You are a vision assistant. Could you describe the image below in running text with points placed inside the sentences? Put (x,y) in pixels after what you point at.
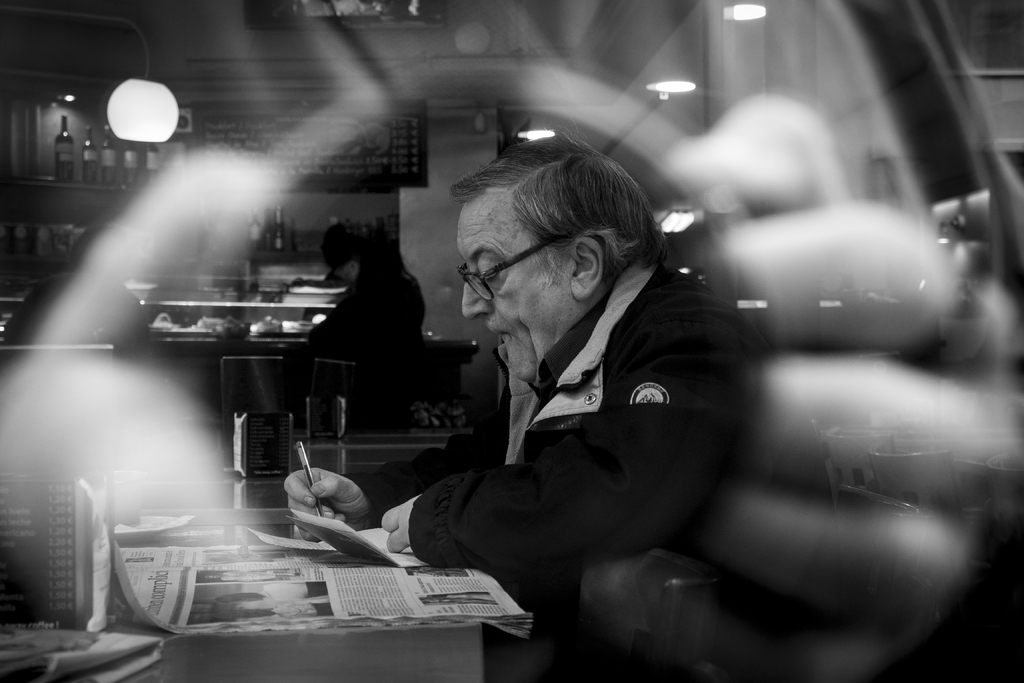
In this picture we can see a man (534,403) wore spectacle (481,282) writing something on the paper (322,531) with pen (305,473) and in front of him is a table (118,620) and in background (60,123) we can see bottles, a person (359,370) sitting over there, and some racks (206,275), poster (366,148), bulb (136,109), lights (674,87) and pillar (795,66).
